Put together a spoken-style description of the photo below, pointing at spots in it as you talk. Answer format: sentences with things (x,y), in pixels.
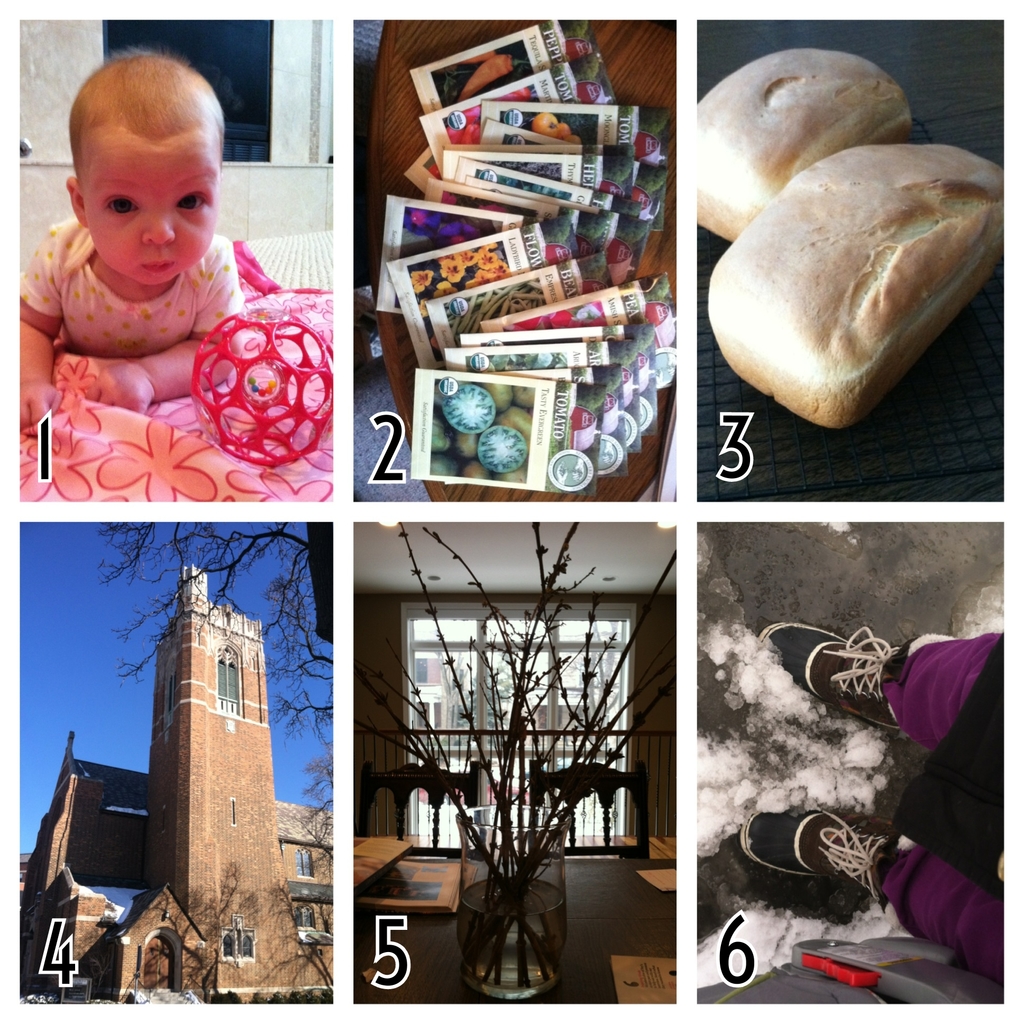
In the first image there is a baby (92,173) on the bed (168,457) with a red ball (227,341). Behind him there is a wall (88,59) with windows (221,104). In the second image on the wooden table (618,63) there are few cards (641,430). In the third image there are buns (835,216). In the fourth image there is a building (199,683) with brick walls (182,752), windows (171,680) and roof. Behind the building (92,877) there are trees (182,580) and also there is a sky (252,591). In the fifth image to the front of the image (512,923) there is a glass (522,892) with water (521,903) and stems (525,805) in it. On the table (571,908) there are few books (383,876) and papers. Behind the table (568,889) there is a railing (383,733) and behind the railing (466,748) there is a glass door (455,765). In the sixth image there are persons legs (891,886) with shoes (840,708) and on the ground (766,783) there is snow (778,923).
